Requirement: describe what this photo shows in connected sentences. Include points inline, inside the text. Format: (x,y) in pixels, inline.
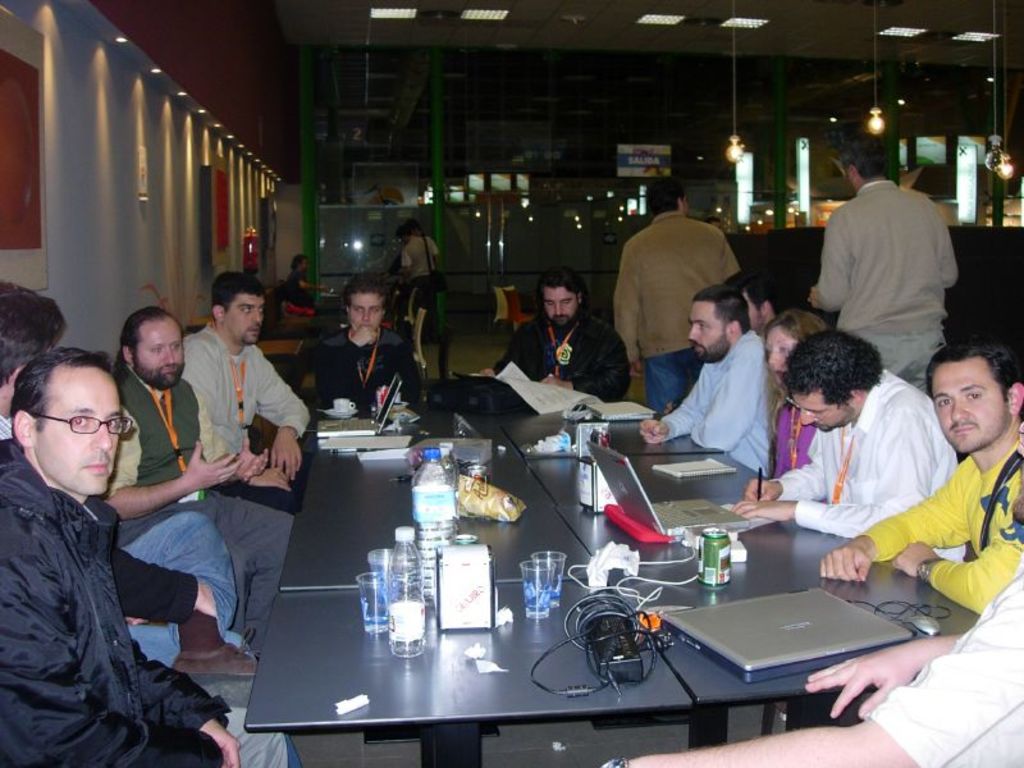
In the center of the image (475,431) we can see the tables (665,668). On the tables (454,652) we can see the laptops (615,496), books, papers (596,566), bottles (446,477), glasses (526,602), tin (708,570), wire (633,624), mouse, packets (467,487), bag (487,402), cup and some other objects (457,538). Beside the tables (352,461) we can see some persons (337,347) are sitting on the chairs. In the background of the image (1010,297) we can see the wall (255,174), boards (807,192), lights (999,153), poles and some persons (676,213). At the top of the image (665,22) we can see the roof (575,6) and lights (665,22).
